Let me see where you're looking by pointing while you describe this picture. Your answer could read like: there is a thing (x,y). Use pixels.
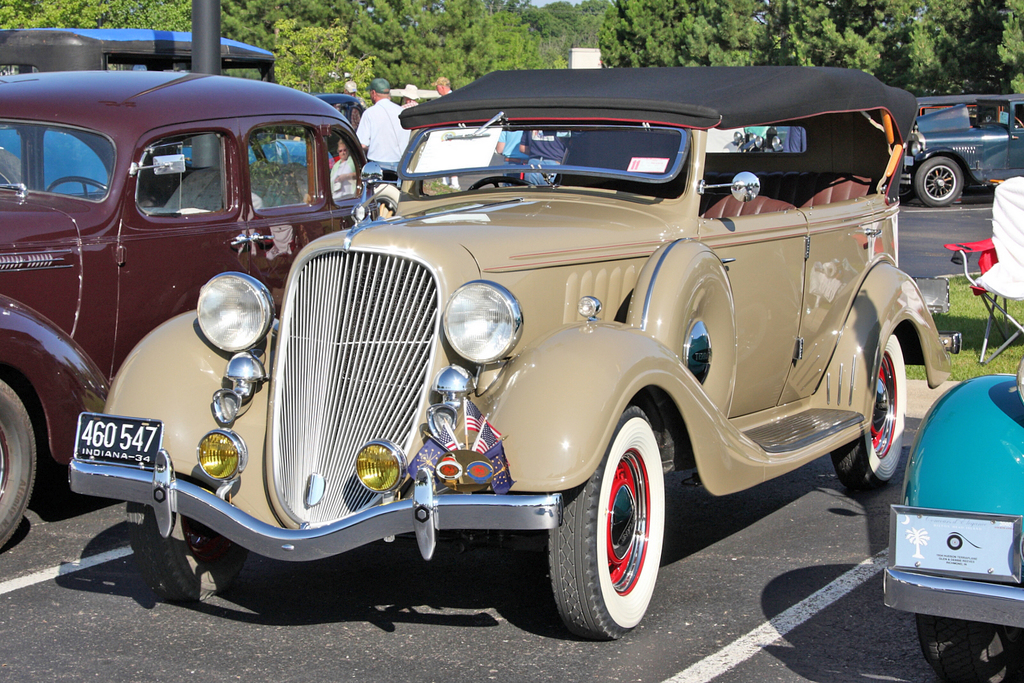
The picture is taken outside a city. In the foreground of the picture (475,307) there are cars (419,255) parked on the road (398,591). On the right (984,345) there is grass (970,296) and a chair (1022,238). In the background (396,47) there are cars (780,126), people (383,101) and trees (656,34). It is a sunny day.
